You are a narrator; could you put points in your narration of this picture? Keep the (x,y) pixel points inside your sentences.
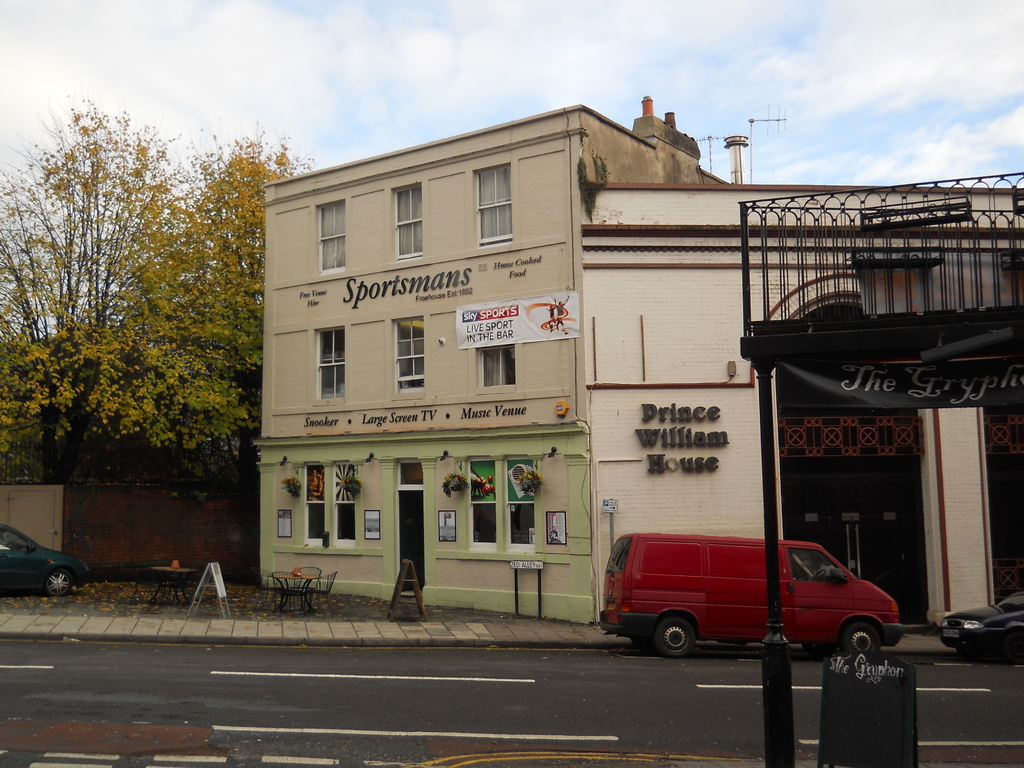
In this image we can see the buildings (604,319), banners (844,376), railing (861,316), pole (763,376), boards (914,708), tables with the chairs (328,581). We can also see the vehicles (638,617), path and also the road (470,654). We can see the trees (29,417), wall (183,492), dried leaves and also the sky (460,92) with the clouds (788,4).
